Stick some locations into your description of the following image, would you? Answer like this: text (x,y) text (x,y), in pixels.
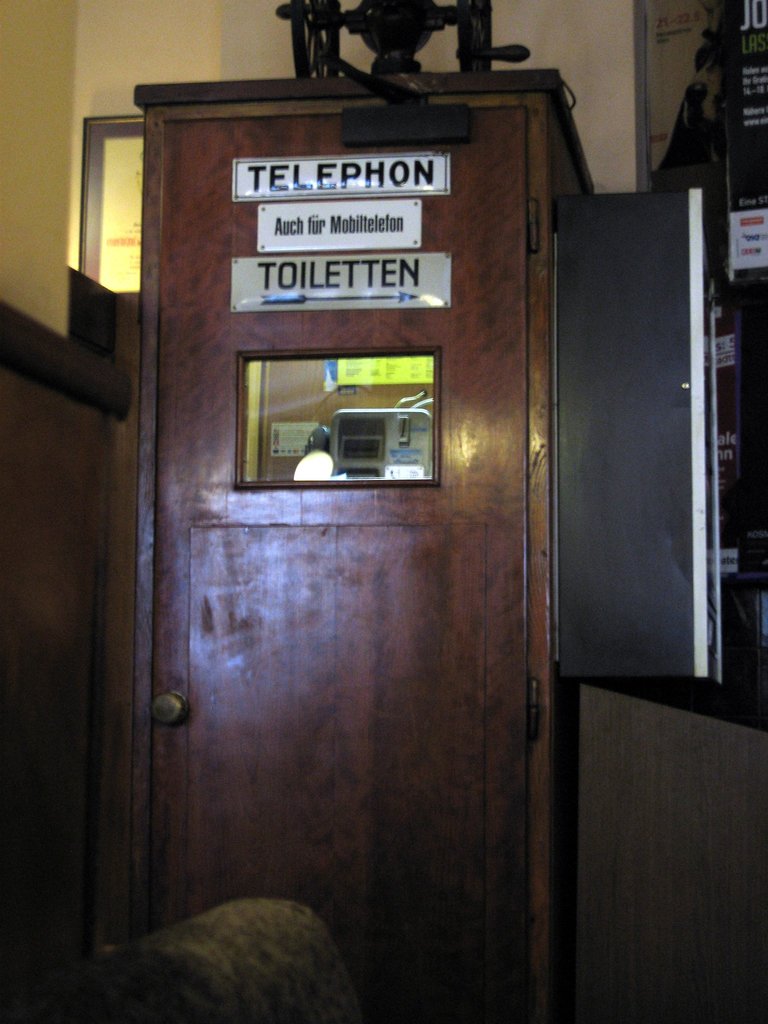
In this picture we can see a telephone booth (183,211) with name boards (251,310) on it, frame (95,188), posters (734,263) and some objects (661,253) and in the background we can see the walls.
